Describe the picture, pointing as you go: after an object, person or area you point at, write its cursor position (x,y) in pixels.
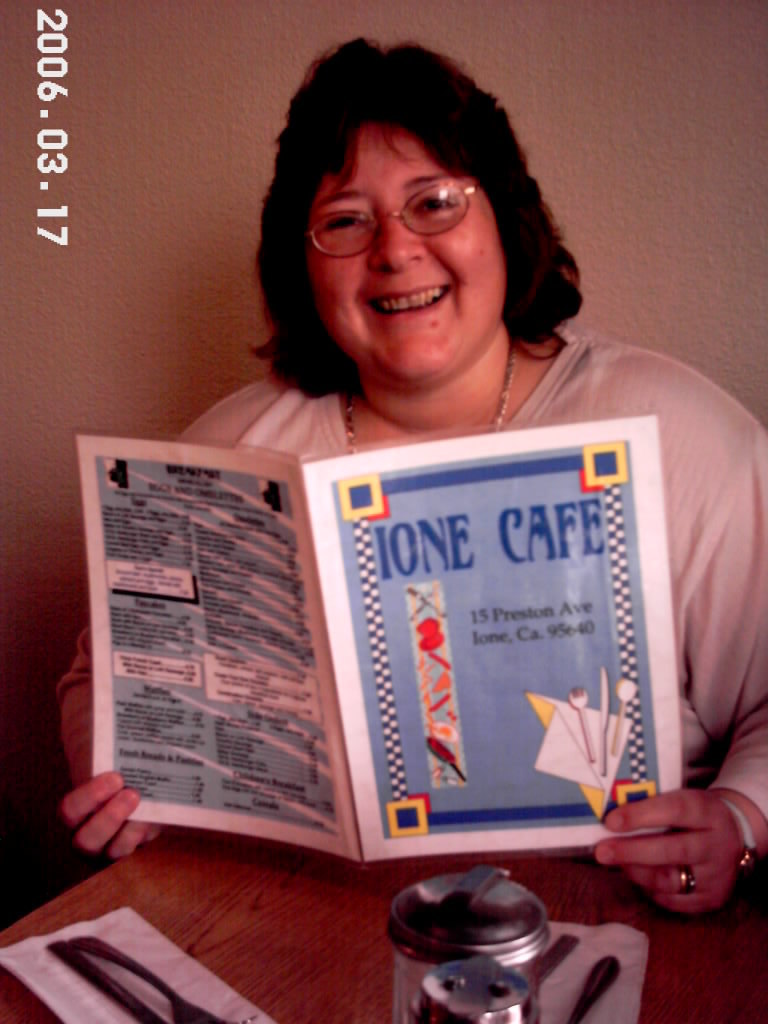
In this image in the center (286,442) there is one woman (531,357) who is sitting and smiling, and she is holding a book (178,687). In front of her there is a table (286,921), on the table (679,921) there are some tissue papers (572,955), spoons (81,943) and some jars (454,945). And in the background (730,45) there is wall (164,209), and on the left side of the image (51,128) there is text (45,61).
